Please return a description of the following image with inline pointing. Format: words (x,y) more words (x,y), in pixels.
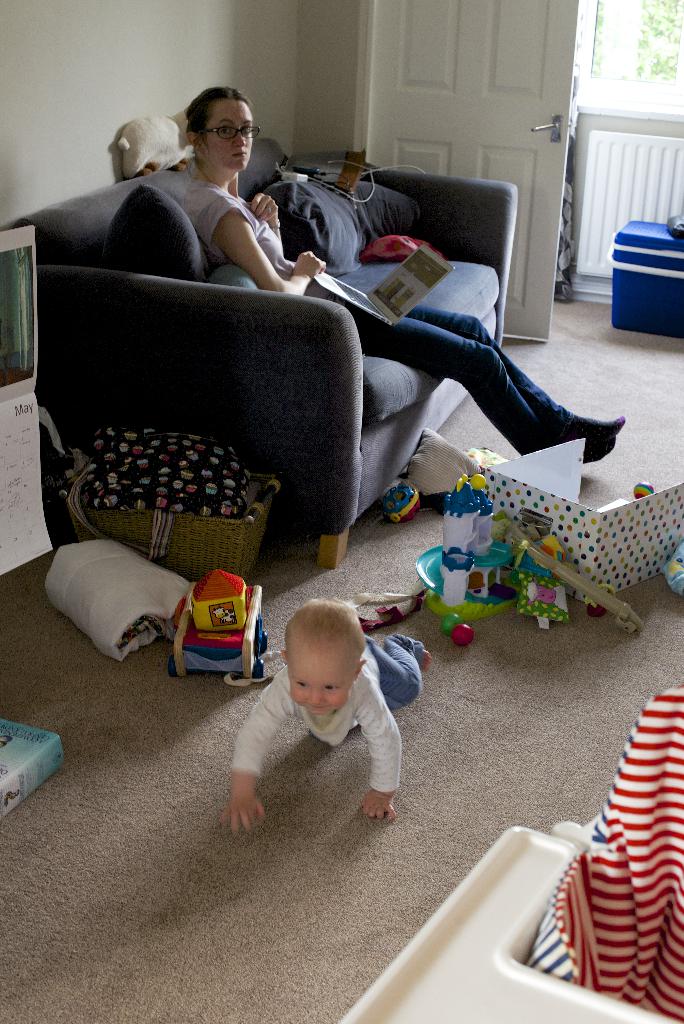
It is a room (193,413) inside the house (149,664), a baby (311,642) is crawling on the floor (203,677), there are some toys (250,662) around the baby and also a basket (214,539) behind the baby (319,652), beside the basket (248,473) there is a grey color sofa (79,268) a woman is sitting on sofa (296,323) and she is holding a laptop (345,295) in her hand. There is a calendar (8,275) left side to the sofa (39,337) and door (401,55) right side to the sofa (360,239) in the background (640,35) there is a window (623,94), a box (631,223) of blue color and some trees (645,49).
